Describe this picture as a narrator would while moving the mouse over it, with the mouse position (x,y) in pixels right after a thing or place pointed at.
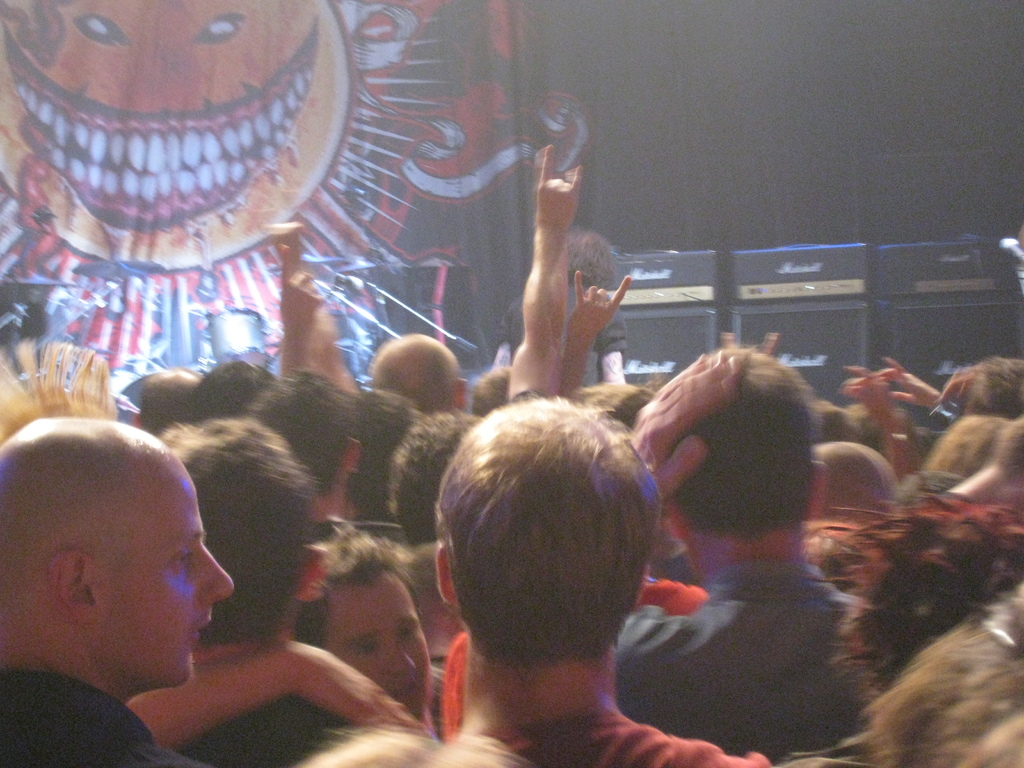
In this picture I can see few people (424,473) are standing and I can see microphones (336,290), drums (262,328) on the dais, I can see a cloth (231,145) in the background (59,80) and few speakers (987,313) on the right side (767,259).
